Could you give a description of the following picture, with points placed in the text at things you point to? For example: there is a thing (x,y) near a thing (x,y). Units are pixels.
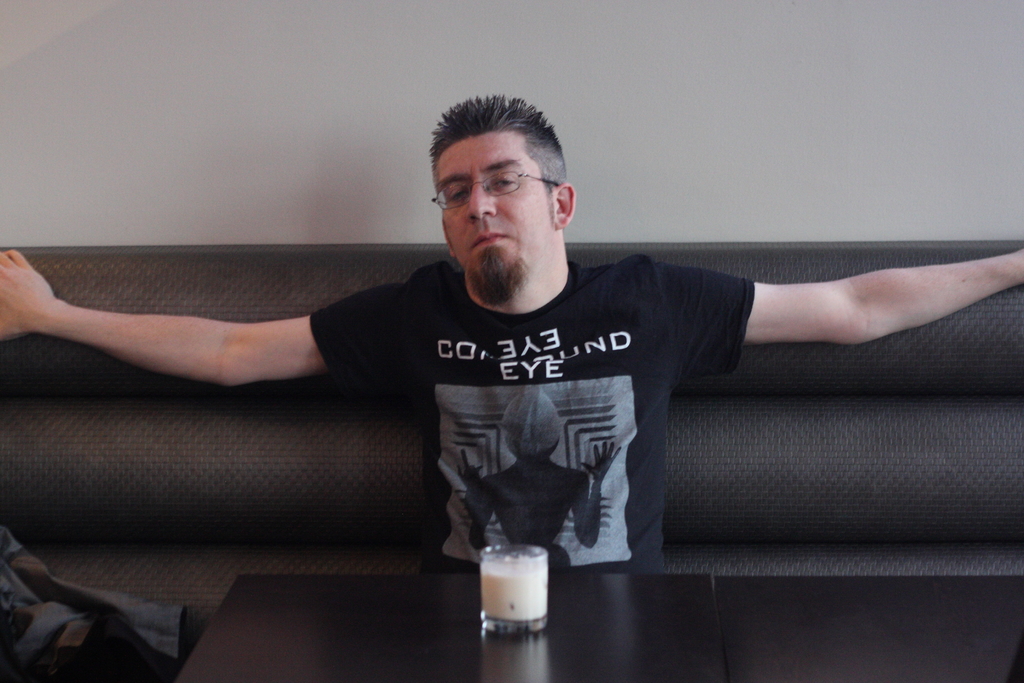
In this image, we can see a person (585,439) is sitting on a couch (703,451) and wearing black t-shirt (533,348) and glasses (503,185). At the bottom (864,664), we can see tables (581,635). Here there is a glass (508,593). Left side (33,634) bottom corner, we can see cloth (142,624). Background (391,82) there is a wall (424,116).
